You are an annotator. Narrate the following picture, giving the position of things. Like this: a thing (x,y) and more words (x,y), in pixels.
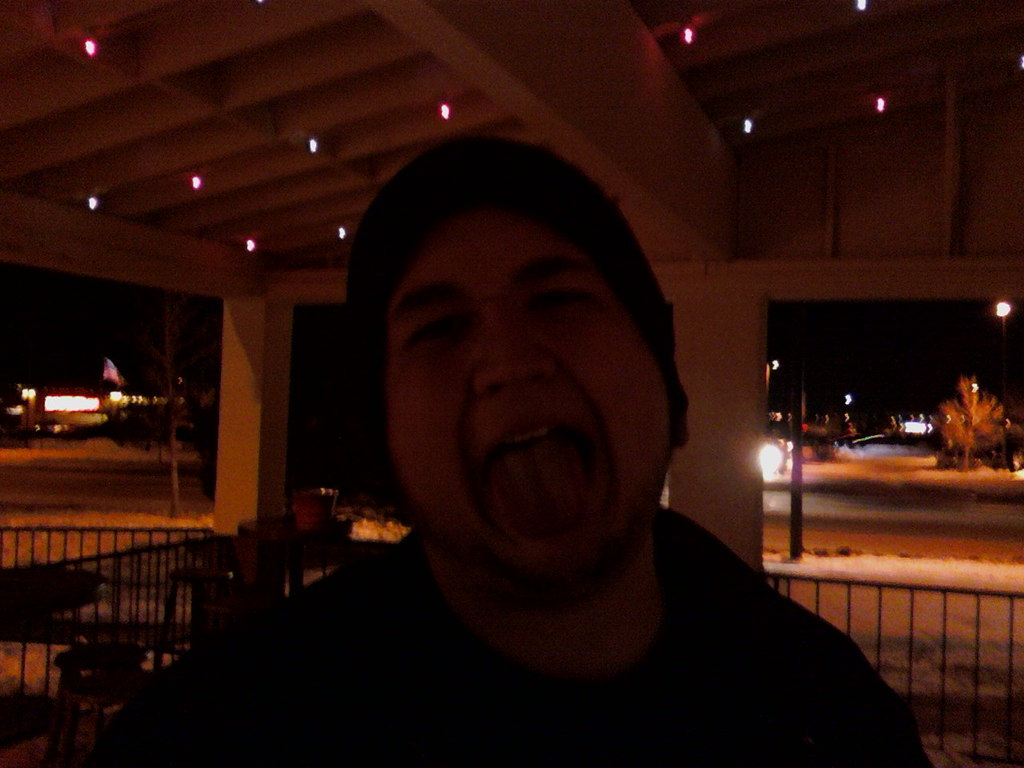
In this picture, we can see a person (462,507), and in the background (71,515) we can see pillars (709,518), roof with lights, ground (835,574), trees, plants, fencing (126,596), a few vehicles (776,443), poles (801,400), lights (819,412), and the dark sky (869,353).
